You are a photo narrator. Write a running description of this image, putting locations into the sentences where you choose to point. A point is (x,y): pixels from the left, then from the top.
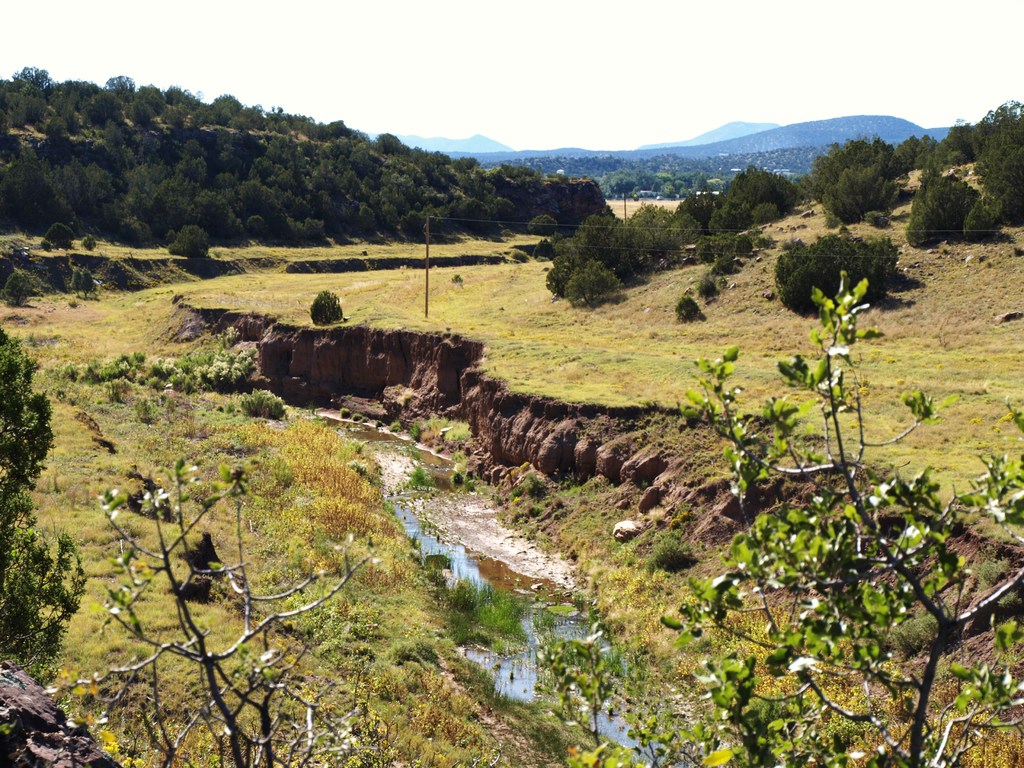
In this image we can see some plants (339,620), grass (374,663), a pole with some wires (756,231), water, a group of trees (729,221), the hills (806,231) and the sky (660,23) which looks cloudy.
